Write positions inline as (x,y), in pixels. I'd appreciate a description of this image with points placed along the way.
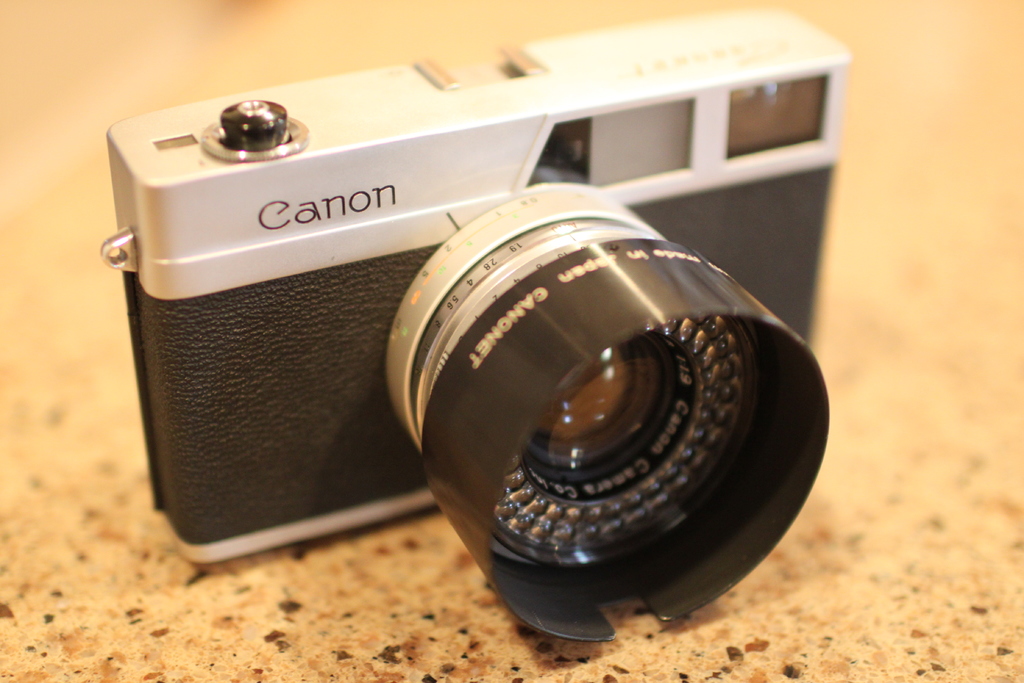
In this image there is a camera (490,529) on the floor (745,608), there is text (541,290) on the camera (584,290), there are numbers (489,264) on the camera (504,256), the background of the image (87,53) is blurred.
